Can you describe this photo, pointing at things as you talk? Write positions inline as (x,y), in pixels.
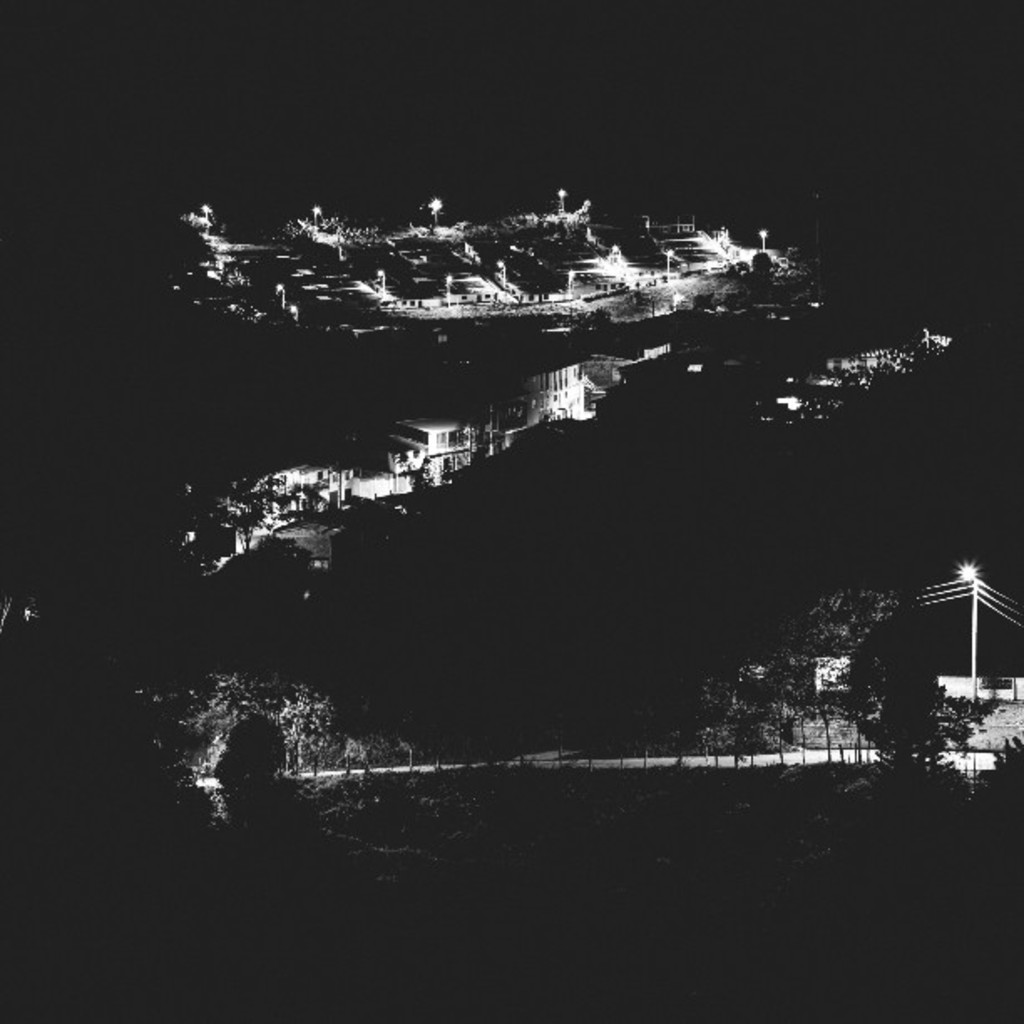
This picture shows few buildings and we see trees (894,721) and pole lights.
